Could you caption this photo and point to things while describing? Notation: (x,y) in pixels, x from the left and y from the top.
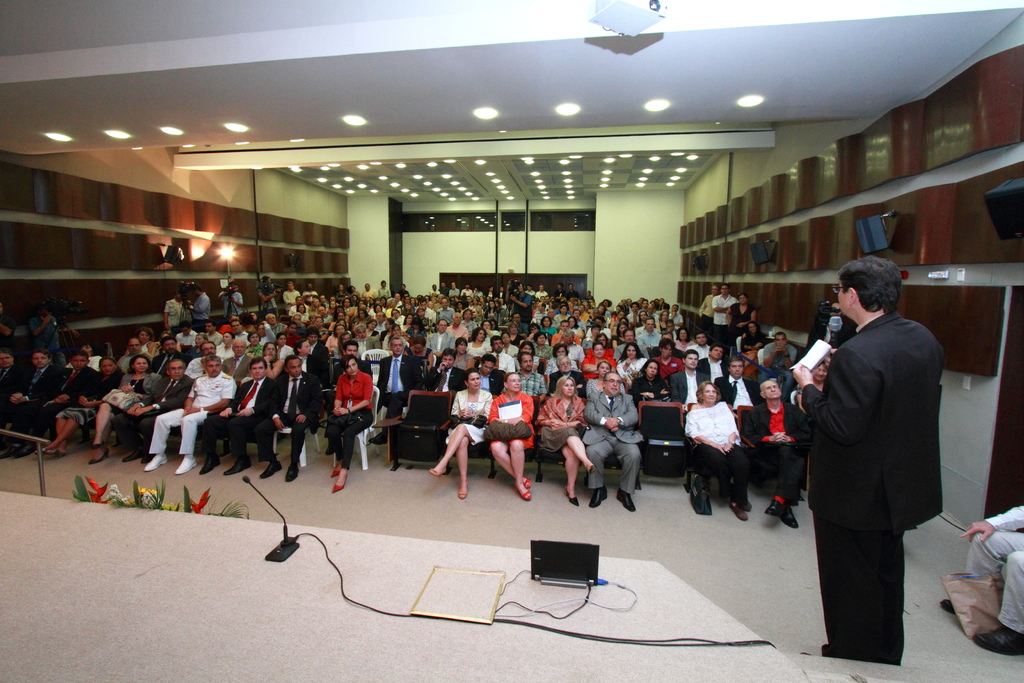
In this image there is stage (258,526), there are flower vases (157,487), there are objects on the left corner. There are people (835,525) and there are objects (965,373) on the wall (957,226) on the left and right corner (890,512). We can see people (248,402), chairs (419,391), cameras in the foreground (359,435). There are lights (600,186) on the roof (490,166) at the top (532,159). There are people (406,356), chairs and there is a wall (440,253) in the background (550,270).
